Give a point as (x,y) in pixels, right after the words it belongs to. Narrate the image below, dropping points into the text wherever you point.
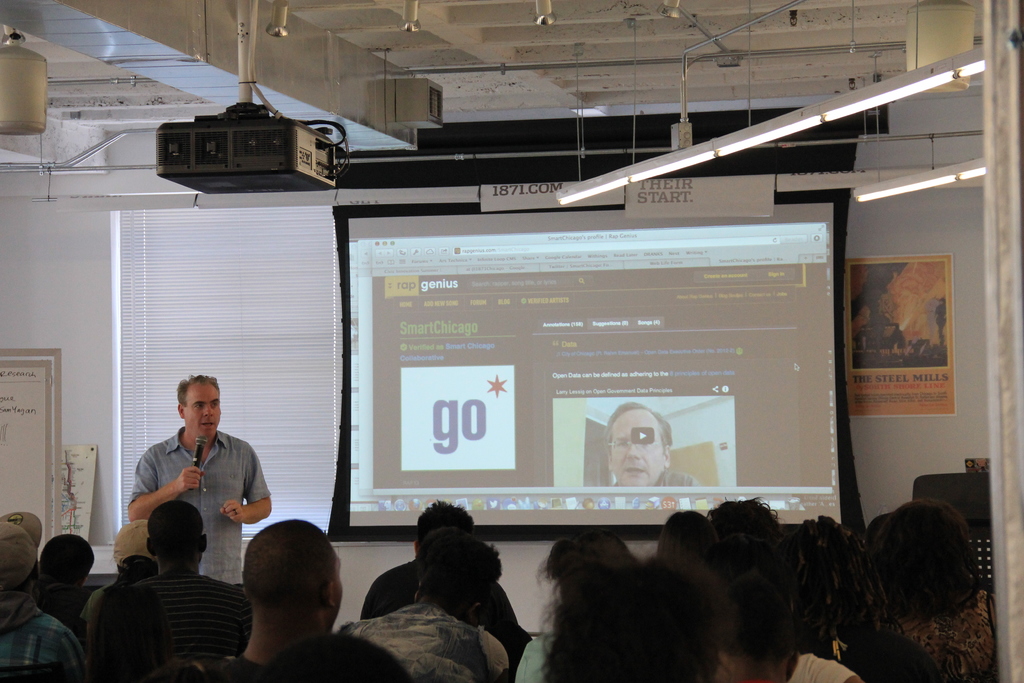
As we can see in the image there is a white color wall (109,349), screen (369,334), projector (180,122), lights (623,176), banner (951,342), board (9,356) and few people (93,658) sitting on chairs (49,665). The man (212,515) over here is holding a mic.
